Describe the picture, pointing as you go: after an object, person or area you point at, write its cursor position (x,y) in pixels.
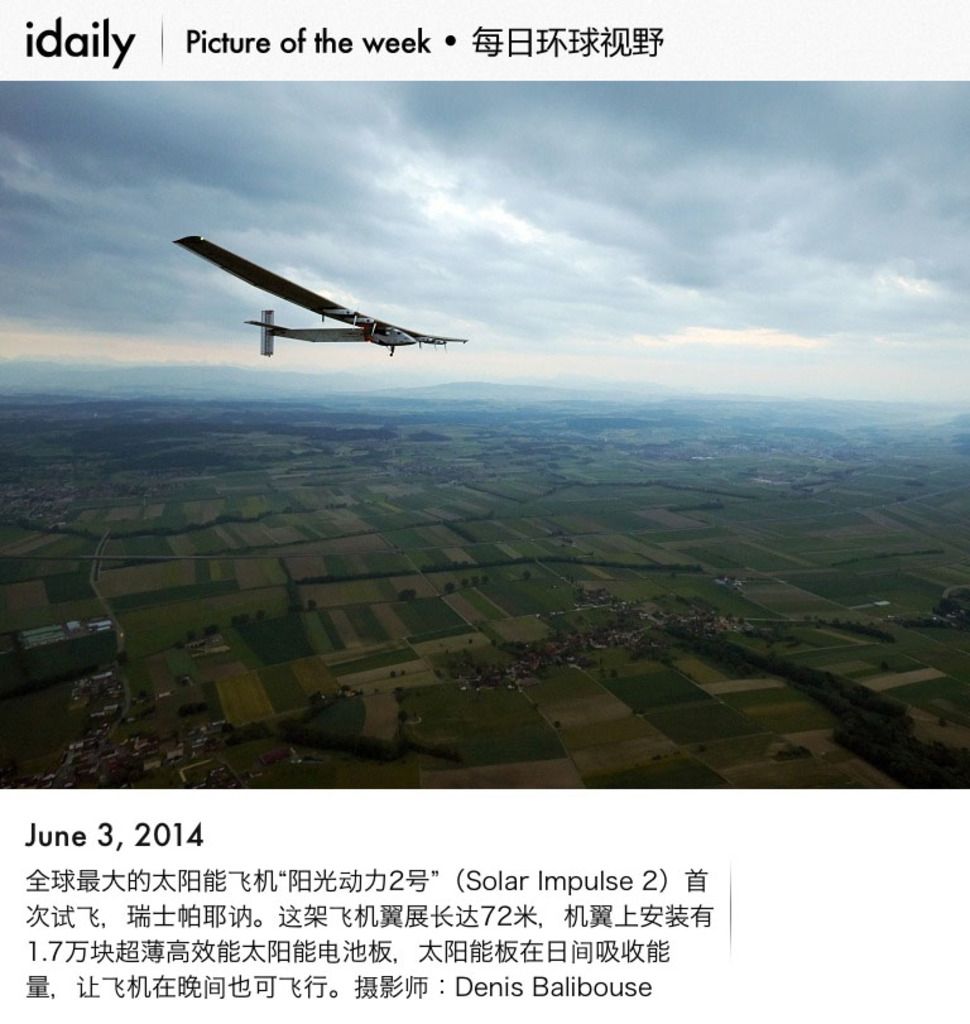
This picture is clicked outside the city. In the foreground (534,643) we can see many number of objects (802,680) and the ground (406,587). In the center (441,348) there is an aircraft (288,334) flying in the sky (633,339). In the background (644,159) there is a sky (499,177) which is full of clouds (621,242) and we can see the text (151,933) on the image.
